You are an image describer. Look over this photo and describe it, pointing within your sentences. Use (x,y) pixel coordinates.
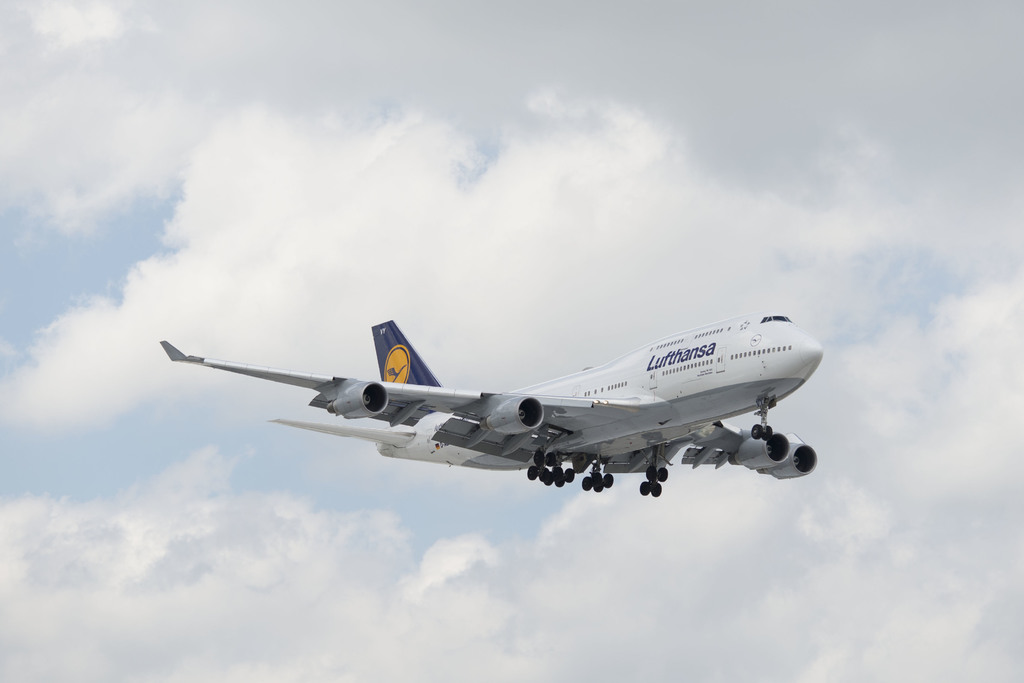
In this image we can see an airplane (506,451) in the air (541,338). Behind the airplane (361,429), we can see the cloudy sky (255,461).
